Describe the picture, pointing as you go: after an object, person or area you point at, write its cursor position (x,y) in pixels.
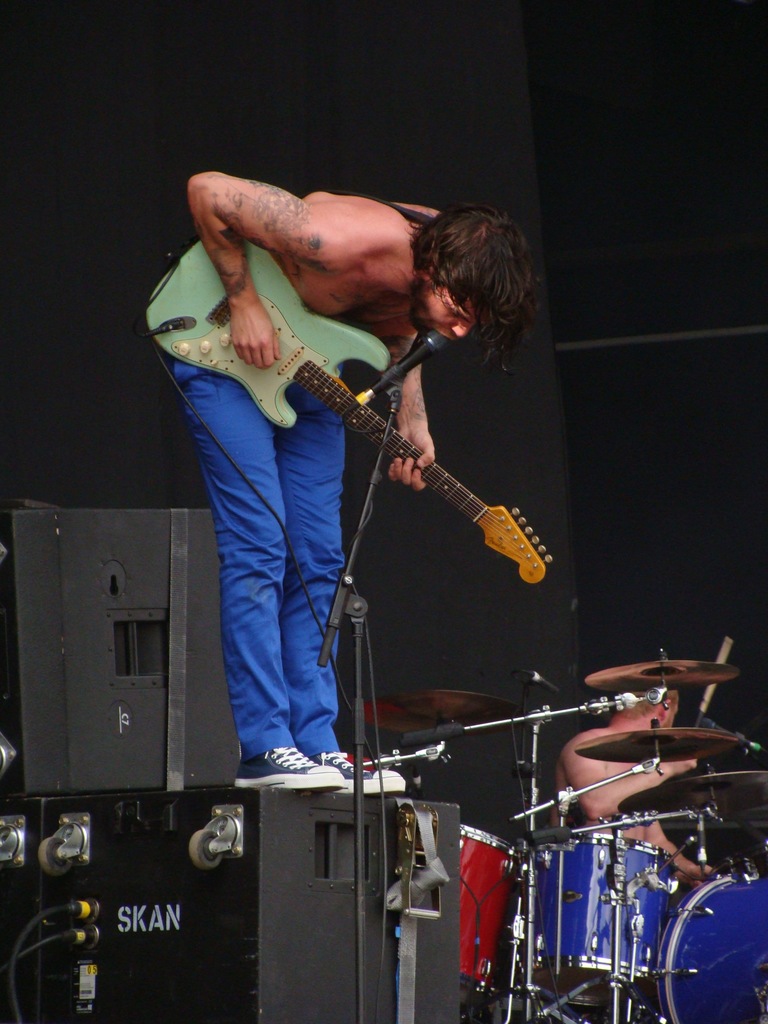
In this picture a shirtless guy (346,268) is playing a guitar (231,354) and singing through a mic (383,389) placed in front of him. He is standing on a black box (222,1021). In the background (703,930) we observe many musical instruments (582,902).
